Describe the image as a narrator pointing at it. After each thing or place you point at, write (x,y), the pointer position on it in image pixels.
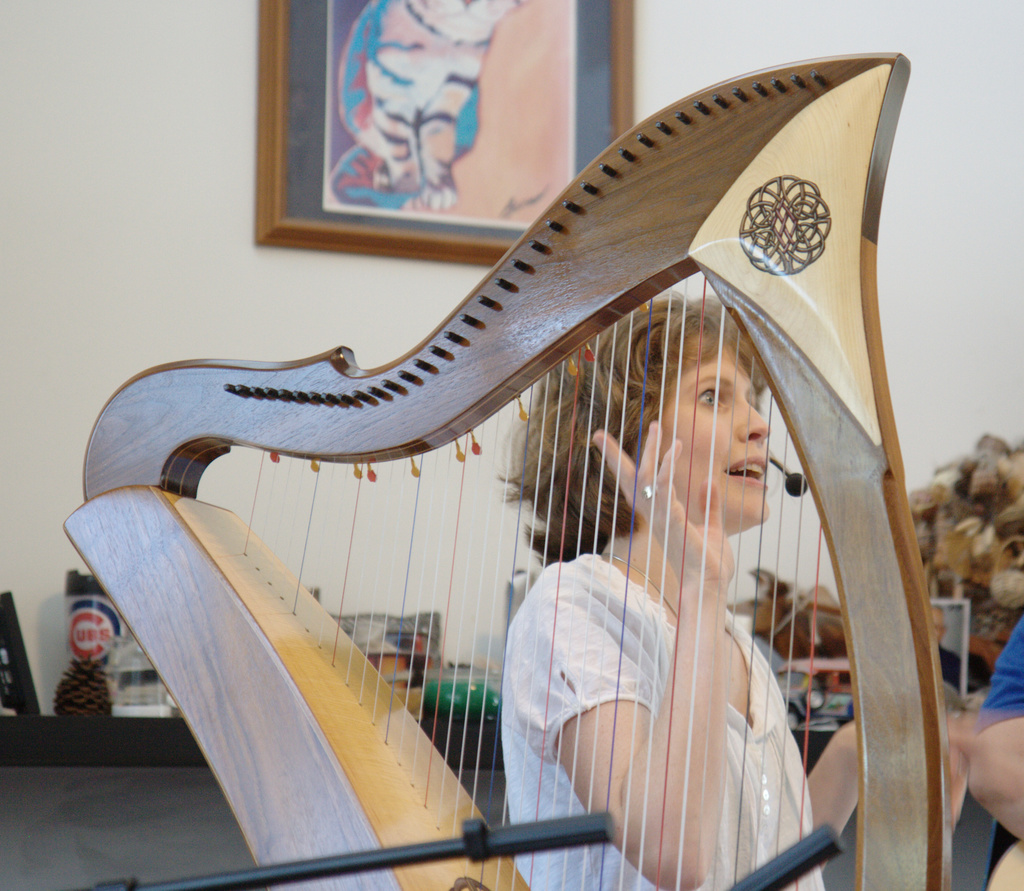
In this image we can see there is a person (711,325). There are objects (289,685). There is a frame (350,161) on the wall (272,289).
